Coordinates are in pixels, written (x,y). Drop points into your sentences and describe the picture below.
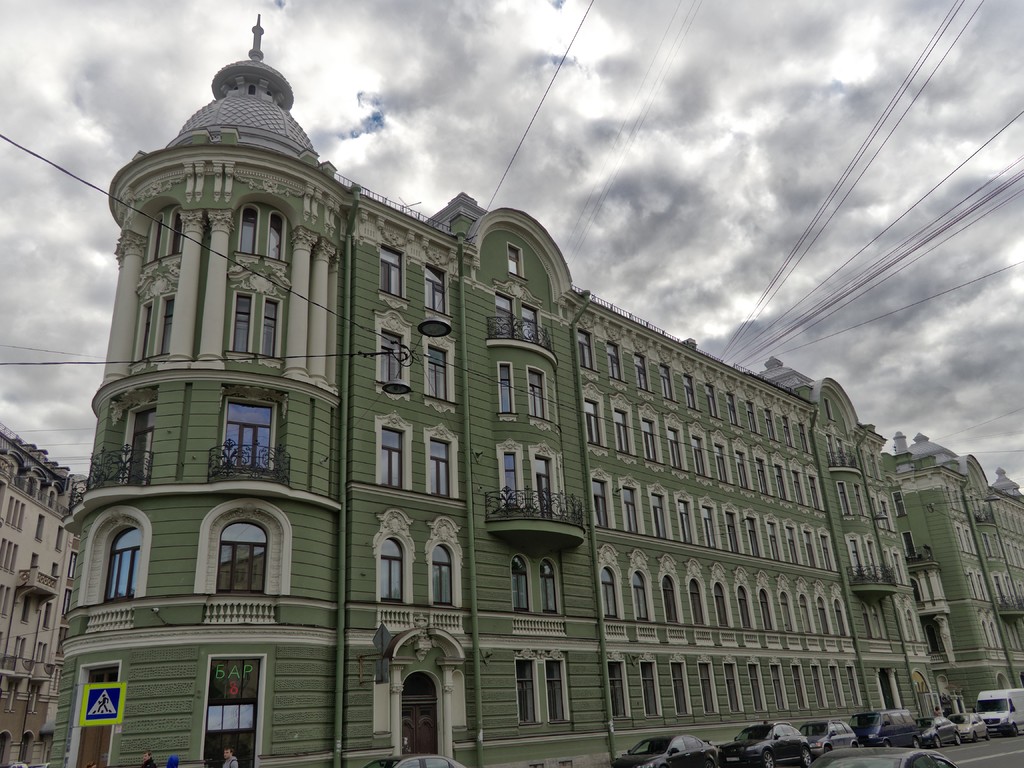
In this image we can see a building (688,663) containing windows (384,363) on it. To the right side of the image (829,753) we can see group of cars (802,757) placed on the road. In the background (850,185), we can see a building (5,686) and the sky (49,200).
